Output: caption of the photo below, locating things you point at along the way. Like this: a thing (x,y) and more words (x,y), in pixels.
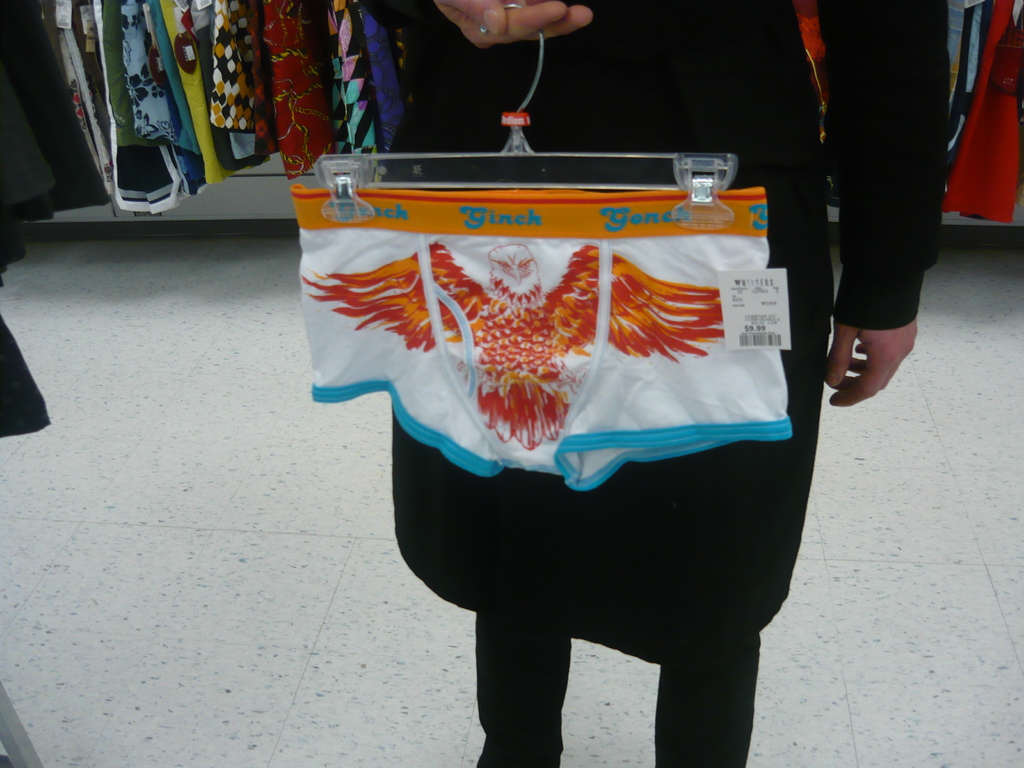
As we can see in the image in the front (760,79) there is a person (768,60) wearing black color dress (711,500) and holding a hanger (516,131). On the left side (262,60) there are few clothes (219,101).
